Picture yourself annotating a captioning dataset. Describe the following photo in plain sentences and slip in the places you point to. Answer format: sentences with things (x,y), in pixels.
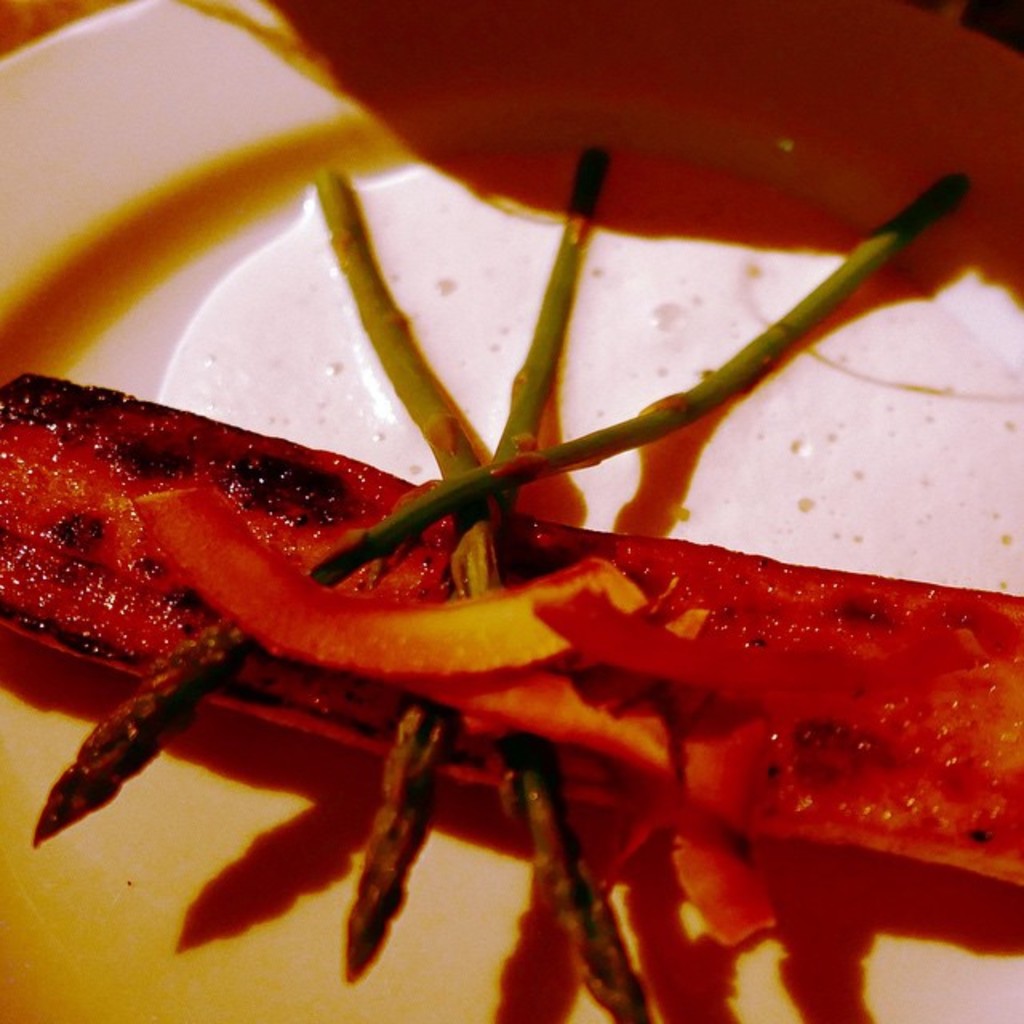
In the picture we can see a food item (825,732) in the plate (72,730).
